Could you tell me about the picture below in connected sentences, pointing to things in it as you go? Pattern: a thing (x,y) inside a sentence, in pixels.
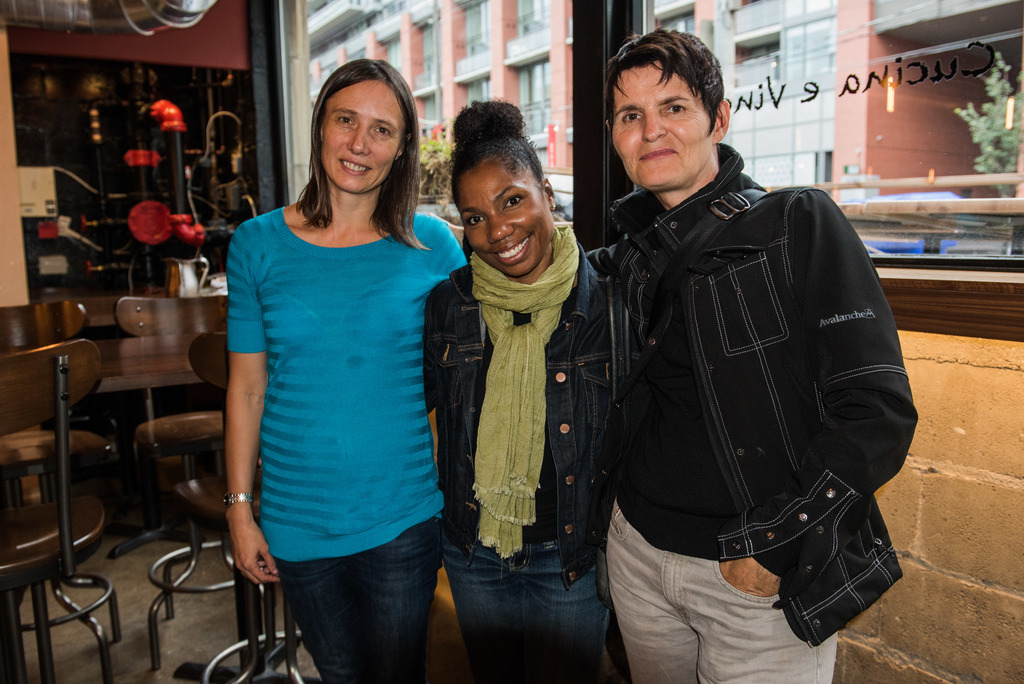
These three persons (437,320) standing. We can see chairs (20,319). On the background (584,149) we can see glass window (557,36). From this glass window (807,54) we can see building (856,120), tree (1007,151).
